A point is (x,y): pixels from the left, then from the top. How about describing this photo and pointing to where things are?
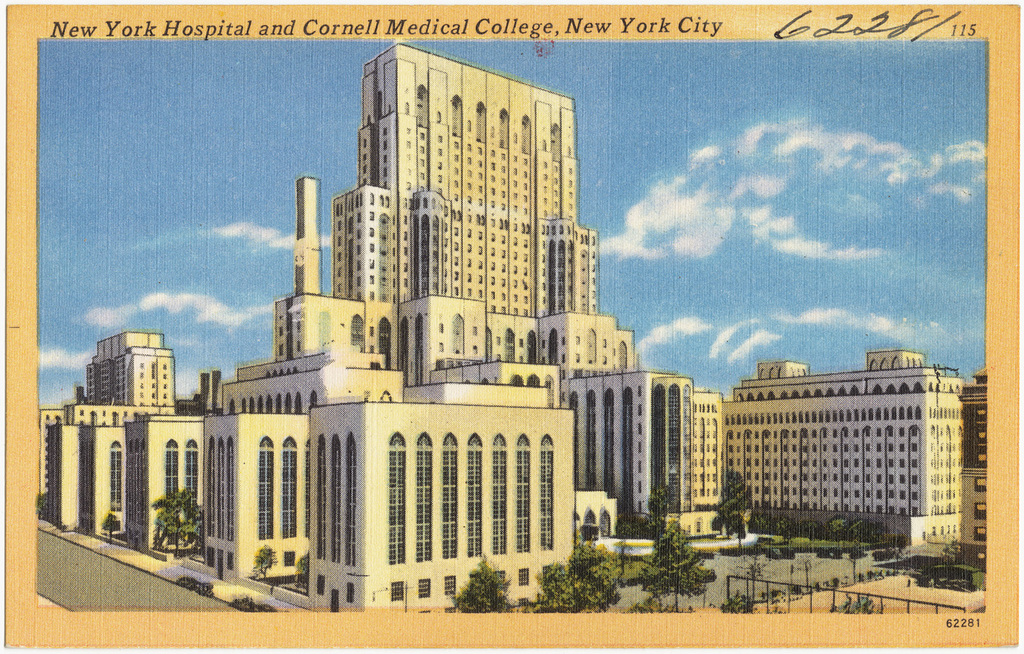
There is a poster (271,415) having an image in which, there are buildings (669,471), trees (872,524), roads (824,564) and there are clouds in the sky (228,192). There are texts (909,22) on this poster (34,613). And this poster (16,493) is having a border (990,58).
